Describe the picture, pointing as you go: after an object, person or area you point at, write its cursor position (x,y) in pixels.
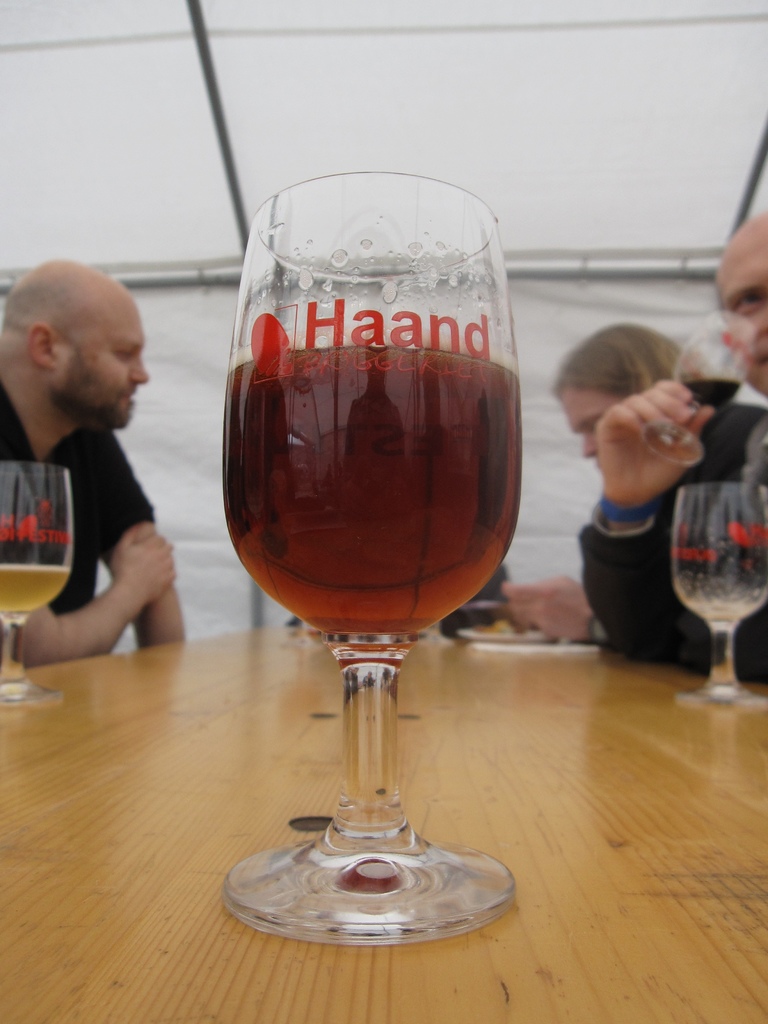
There are few people (614,473) sitting on the chair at the table (175,796). On the table (138,708) we can glasses (429,576) with liquid (377,421) in it. On the right (665,410) a person (630,469) is holding glass (666,434) in his hand (609,417). In the background (194,166) there is a tent (450,173).
